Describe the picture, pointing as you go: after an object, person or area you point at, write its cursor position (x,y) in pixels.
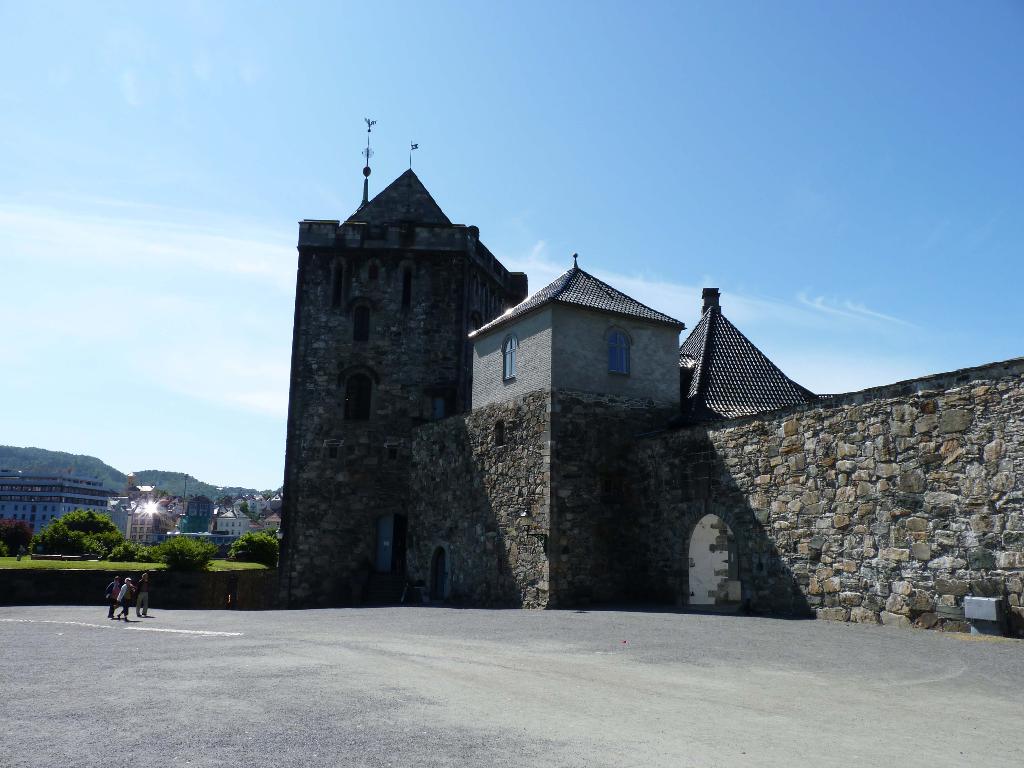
In this picture we can see buildings (553,490), there are three persons (143,592) on the left side (127,590), in the background (169,552) we can see grass (112,562) and some trees (129,556), on the right side (969,502) we can see a stone wall (943,499), there is the sky (377,135) at the top of the picture (365,93).
